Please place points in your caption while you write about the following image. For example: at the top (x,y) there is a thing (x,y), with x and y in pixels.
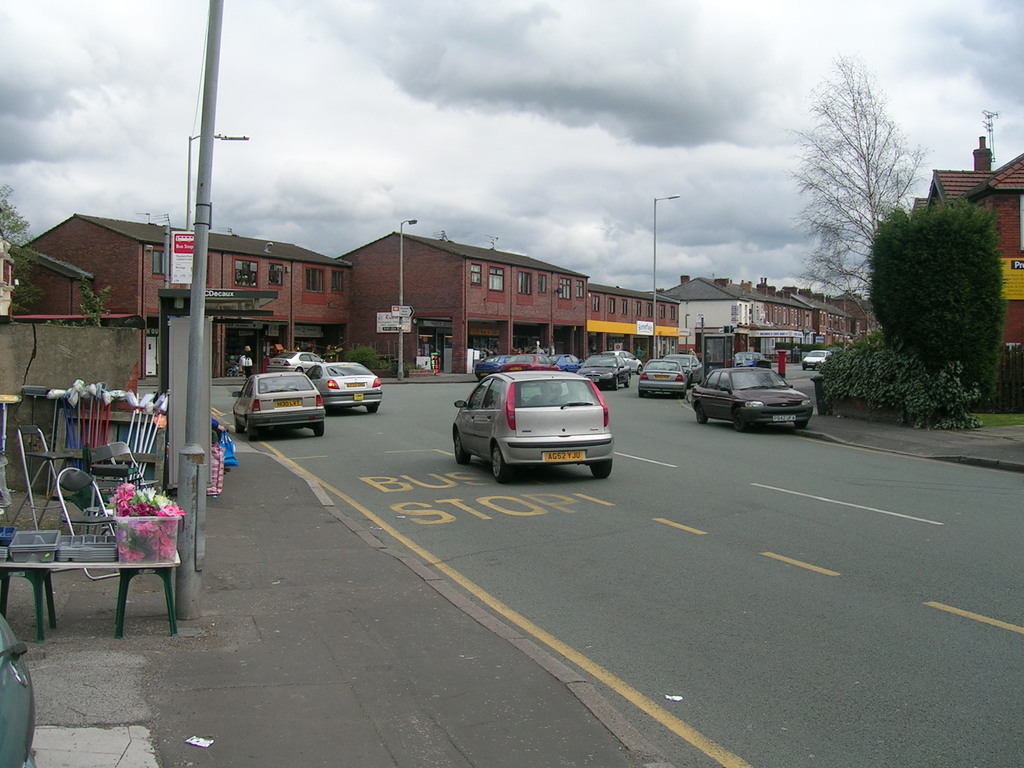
In the image we can see there are vehicles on the road (767,584). We can even see white and yellow lines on the road (653,608). Here we can see light poles (193,297), buildings (546,314), trees (881,269) and a cloudy sky (352,87). We can even see flowers (138,531) in the container (142,523) and there are even chairs (83,482). Here we can see grass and plant (882,388).
